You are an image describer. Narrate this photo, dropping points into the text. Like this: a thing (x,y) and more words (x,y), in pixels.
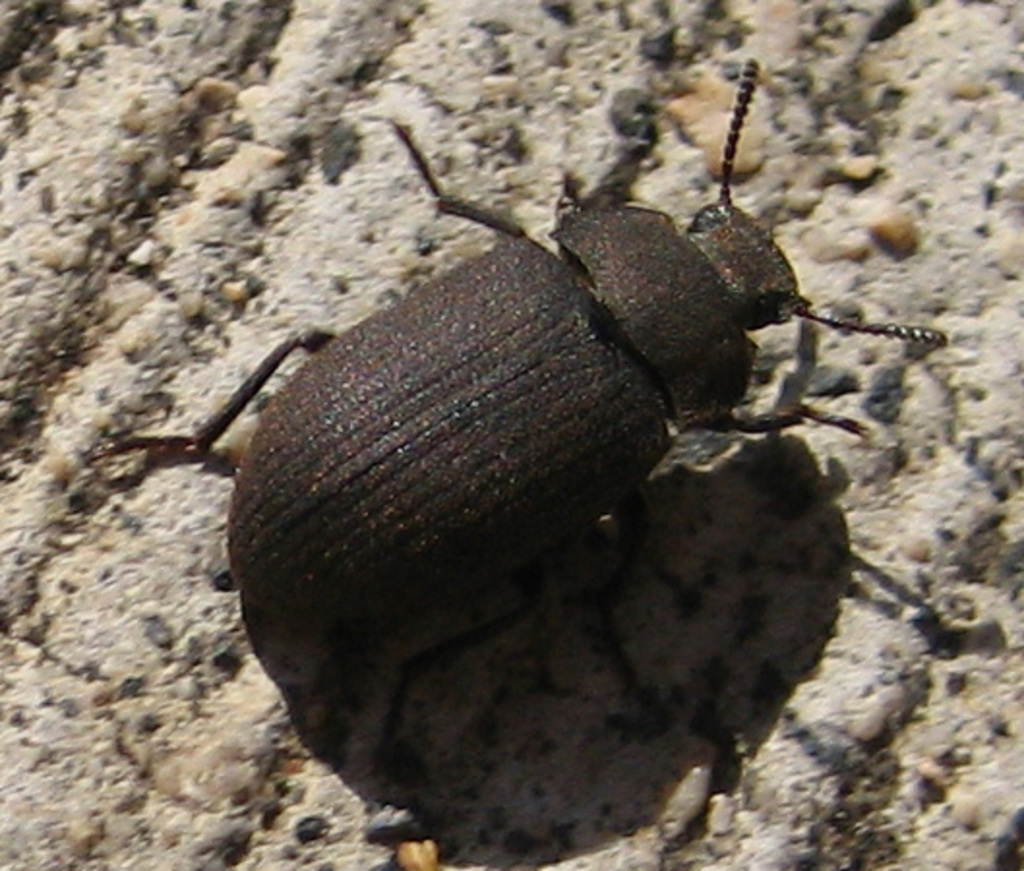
In this picture I can see there is a bug (516,385) and it has a head (749,264), body (468,557) and legs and there is soil (875,673), stones (751,131) and pebbles (492,64).
